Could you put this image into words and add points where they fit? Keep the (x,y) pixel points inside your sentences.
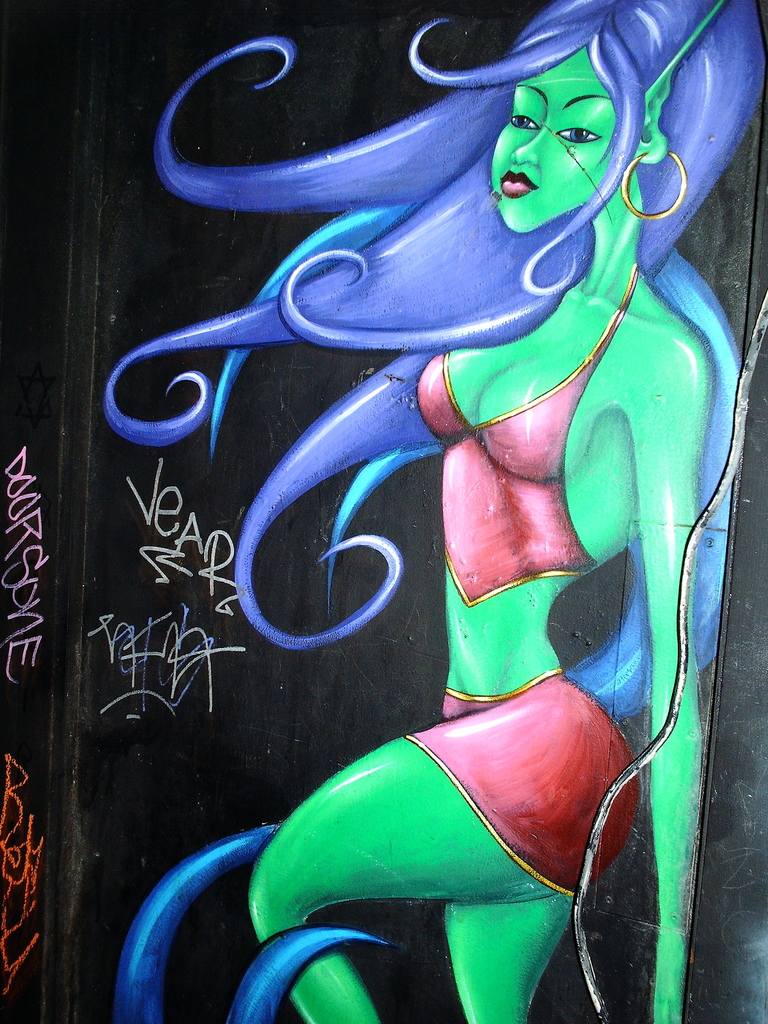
In this picture I can see the depiction (309,294) of cartoon character (545,381) of a woman (497,178) who is wearing red color dress (482,501) and I see something is written on the left side of this image (107,602) and I see the black color thing (19,405).
